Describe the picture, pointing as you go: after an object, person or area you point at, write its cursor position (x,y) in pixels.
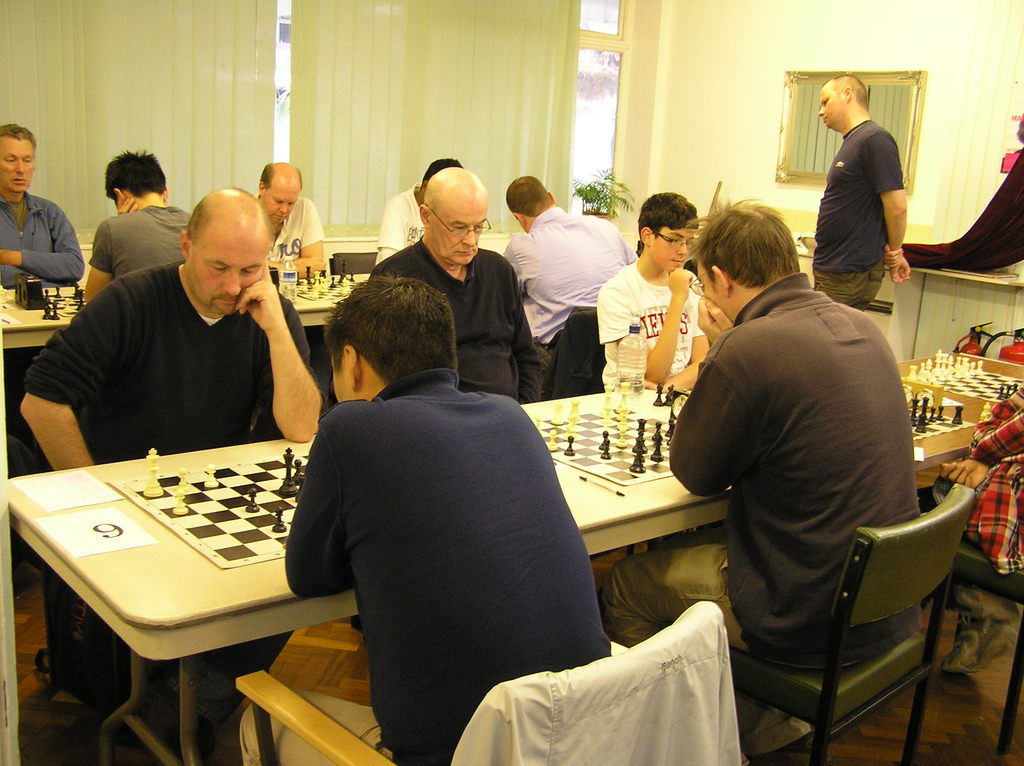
This picture shows a group of people (408,217) seated on the chairs (863,599) and playing chess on the table (925,451) and we see a mirror (806,160) on the wall (768,163) and a man (845,214) standing and watching them.
